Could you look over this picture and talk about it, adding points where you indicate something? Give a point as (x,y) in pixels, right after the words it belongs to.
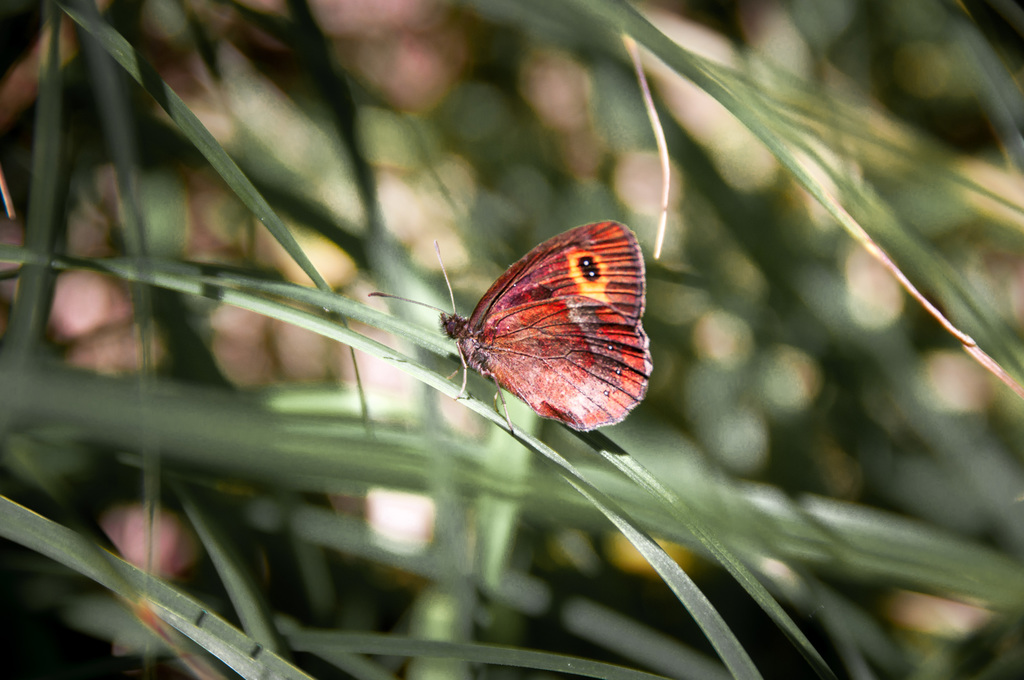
In this image there are plants (290,314), there is a butterfly (571,313) on the plant (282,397), the background of the image (785,210) is blurred.
